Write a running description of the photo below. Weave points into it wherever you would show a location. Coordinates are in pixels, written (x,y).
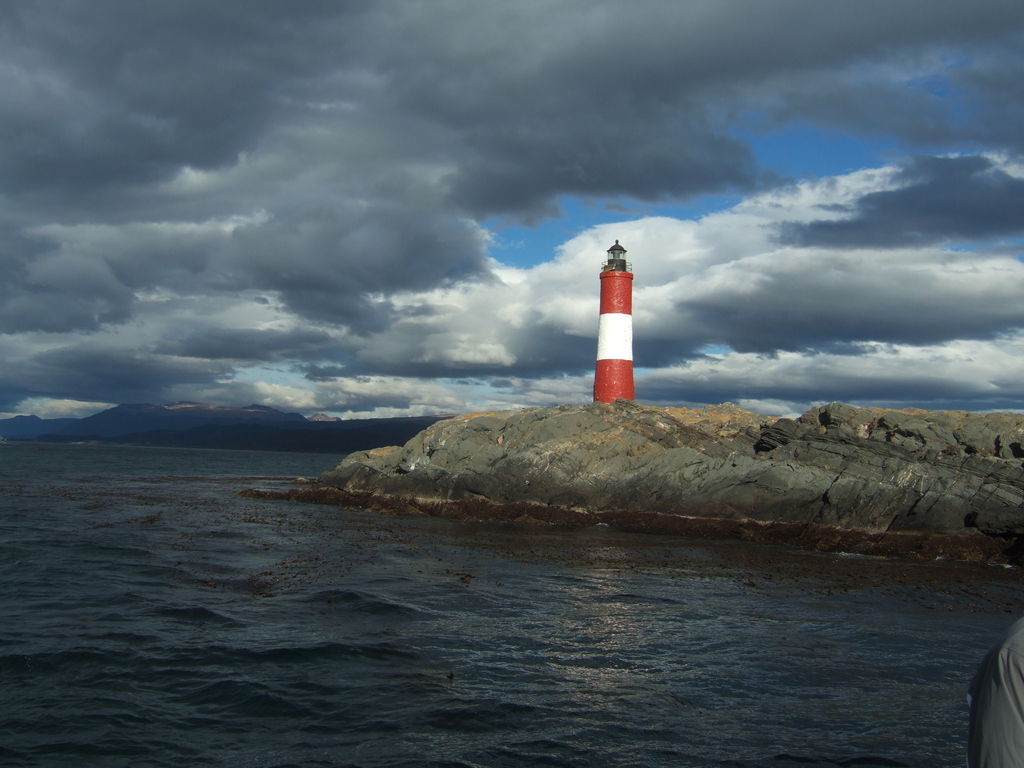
In this Image we can see seashore (341,606), there is a lighthouse (600,345) on the rocks (837,471), and we can able to see clouded sky (299,399).
